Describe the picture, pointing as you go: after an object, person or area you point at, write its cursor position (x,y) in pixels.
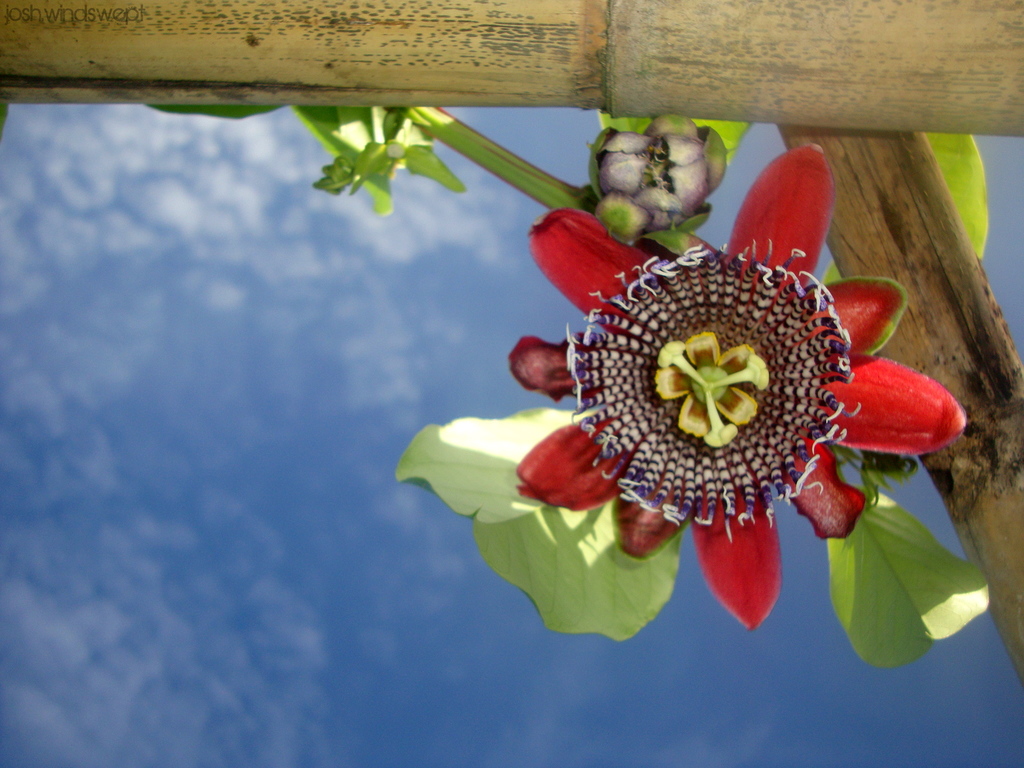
In this picture, we can see wooden poles (839,82), plant (546,417), flowers (564,471), and the sky (158,420) with clouds (1,705).
